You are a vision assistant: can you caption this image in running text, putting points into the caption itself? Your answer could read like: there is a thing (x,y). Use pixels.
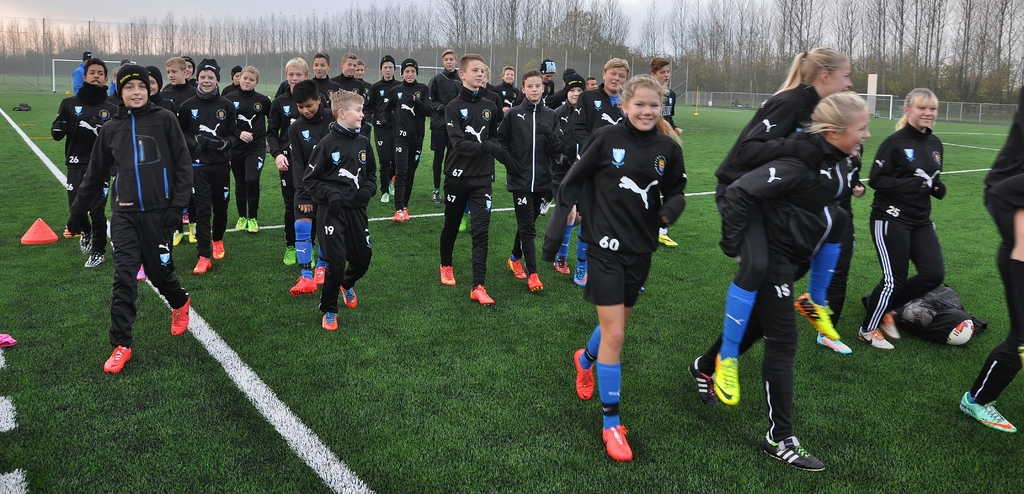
In the background (894,53) we can see the sky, trees (402,23), fence (207,53). In this picture we can see poles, grass (984,434) and few objects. We can see people (1002,218) wearing jackets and shoes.
